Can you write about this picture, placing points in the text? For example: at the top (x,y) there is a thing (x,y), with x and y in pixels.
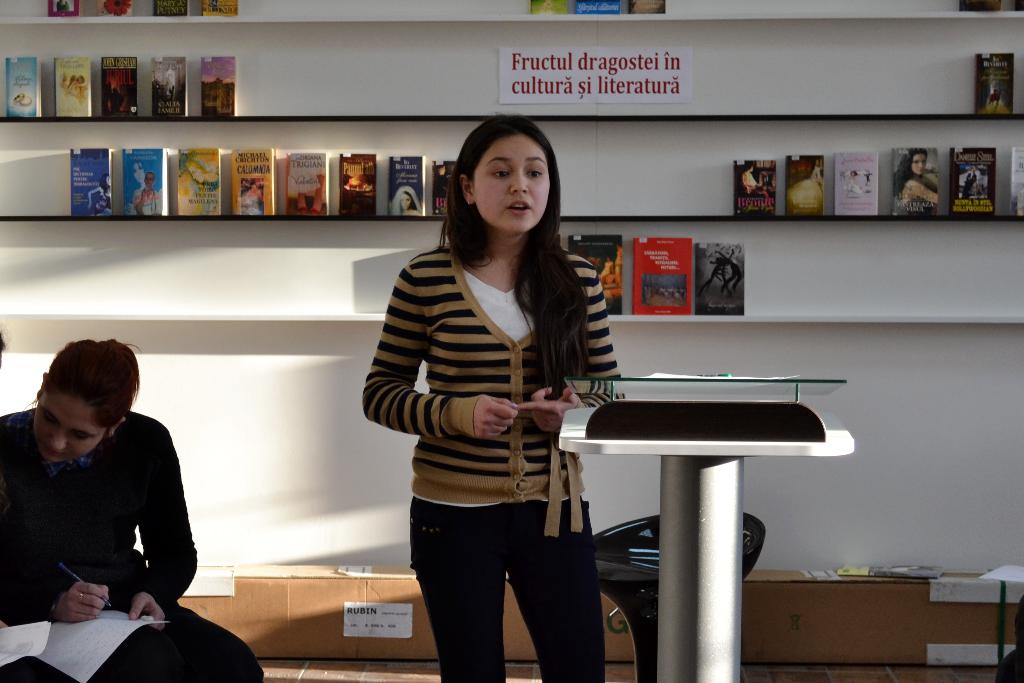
In this image, a woman (488,457) is talking and standing near the podium (629,445). On the left side (119,503) bottom, we can see a person (184,610) is sitting and holding few objects (124,622). At the bottom (810,625), we can see carton box (322,658), chair (622,573) and few objects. Background (317,464) there is a wall (317,484), racks (592,243) and poster (569,82). On the racks (578,217), few books (255,192) are placed.
